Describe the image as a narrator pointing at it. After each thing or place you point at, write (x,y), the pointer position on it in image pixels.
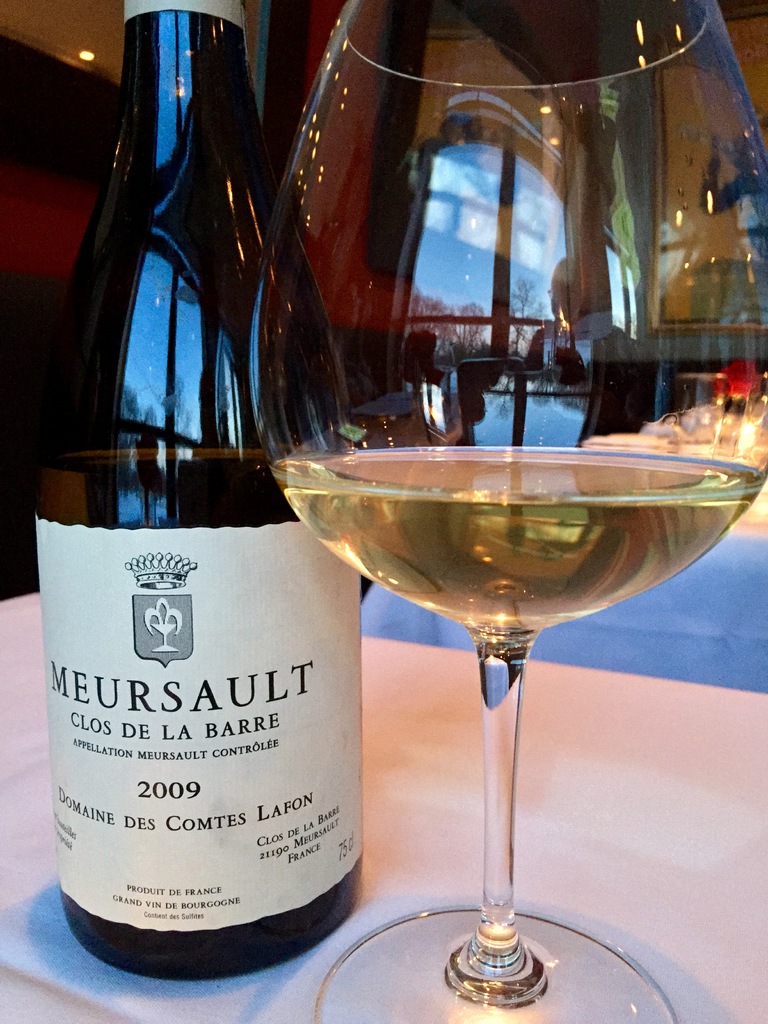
In this picture we can see a bottle (256,541) and a glass (662,14) on the table (676,792).
